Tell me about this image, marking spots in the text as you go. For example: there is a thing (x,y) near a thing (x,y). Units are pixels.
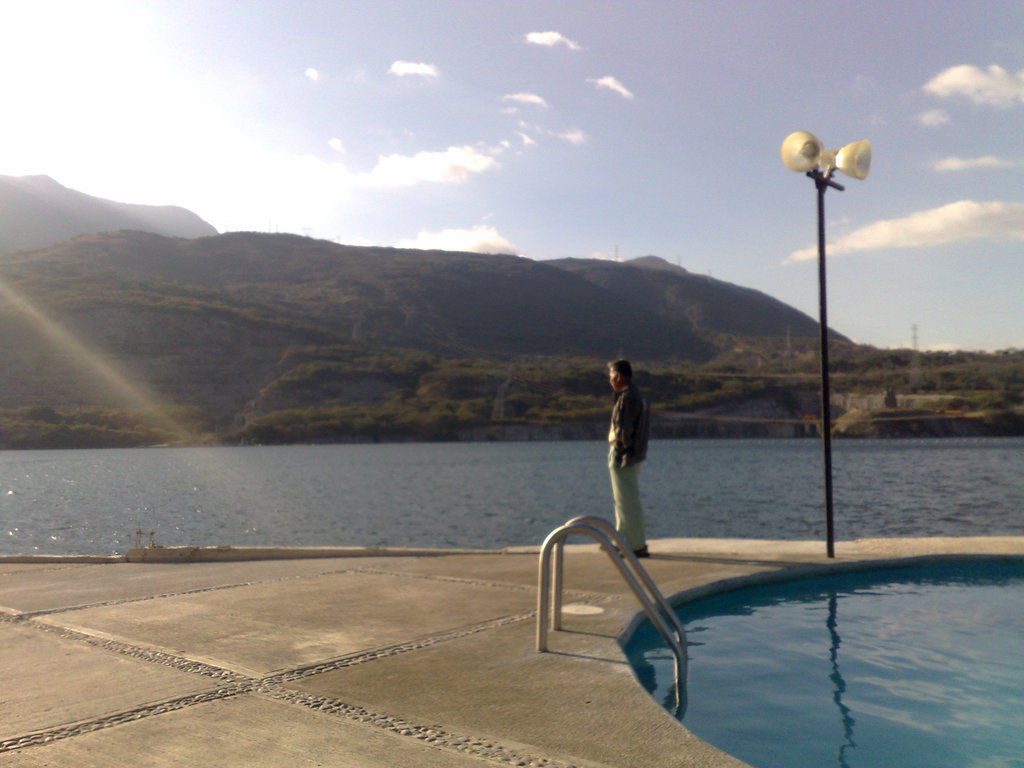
At the bottom of the image (866,571) there is a swimming pool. In the middle of the image (620,406) a man (636,427) is standing and watching and there is a pole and light (835,153). Behind the person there is water (1003,524) and hills (872,367). At the top of the image (681,221) there are some clouds (949,229) and sky (18,15).
